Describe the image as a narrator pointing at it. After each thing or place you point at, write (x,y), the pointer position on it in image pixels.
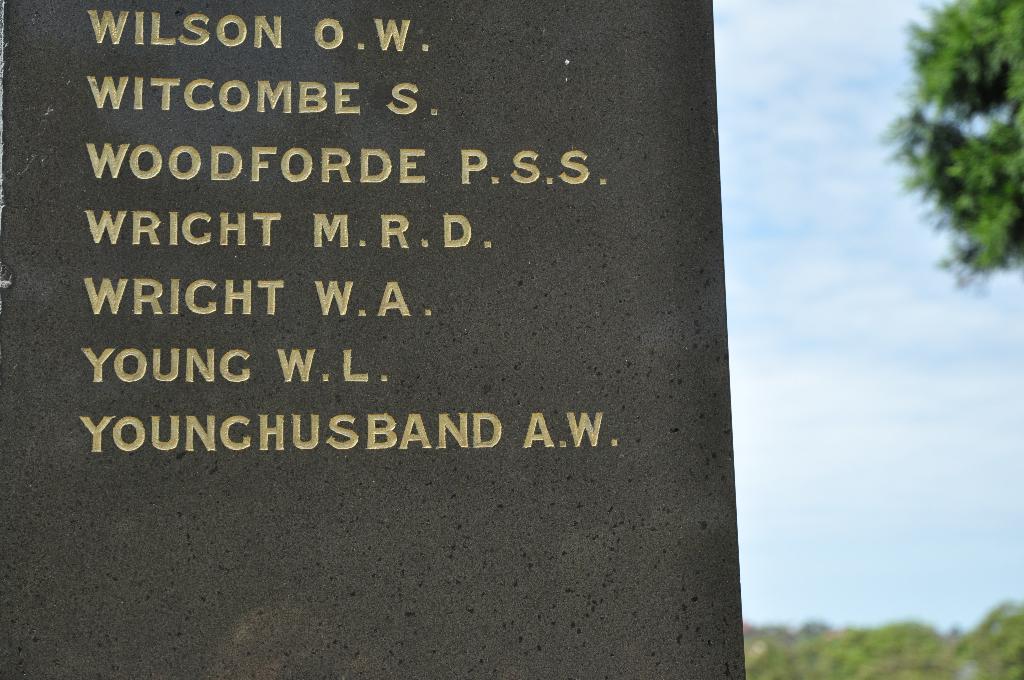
In the image there is a wall (147,220) with some text (234,174) engraved on it, on the right side (903,640) there are trees (1006,152) and plants (842,666) and above its sky (814,234) with clouds (805,402).
